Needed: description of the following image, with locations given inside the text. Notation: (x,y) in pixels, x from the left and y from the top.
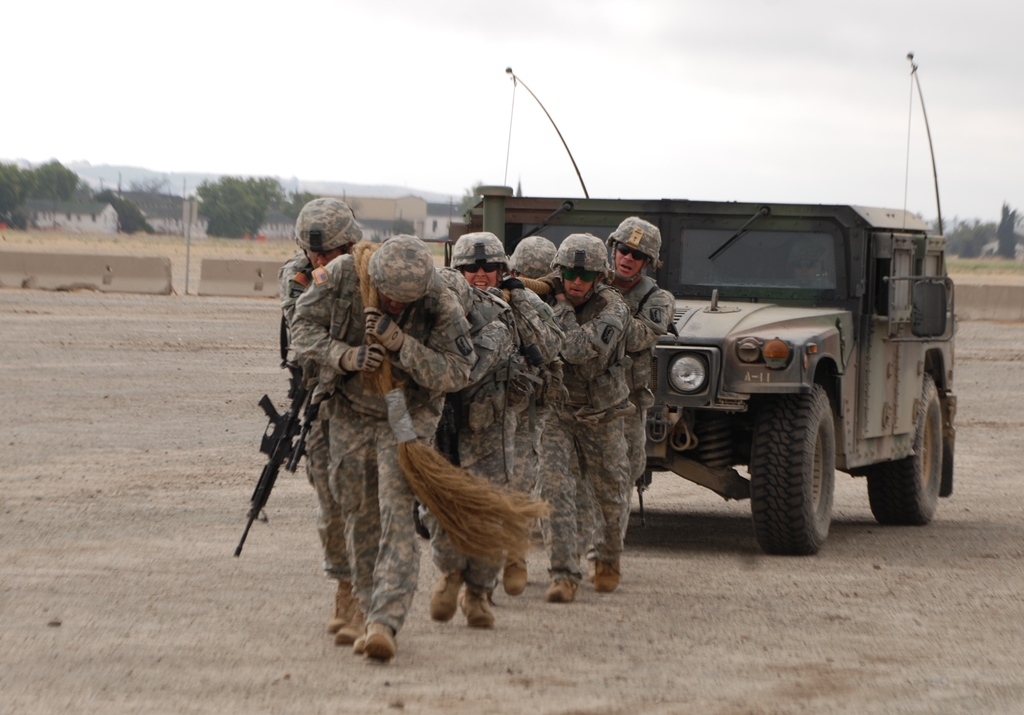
In this image we can see a group of people (576,440) are standing on the ground (249,598), at back (842,350) here is the vehicle (836,332), here a person (354,380) is holding the rope (381,386) in the hands (346,367), here are the trees (14,224), at above here is the sky (540,10).
